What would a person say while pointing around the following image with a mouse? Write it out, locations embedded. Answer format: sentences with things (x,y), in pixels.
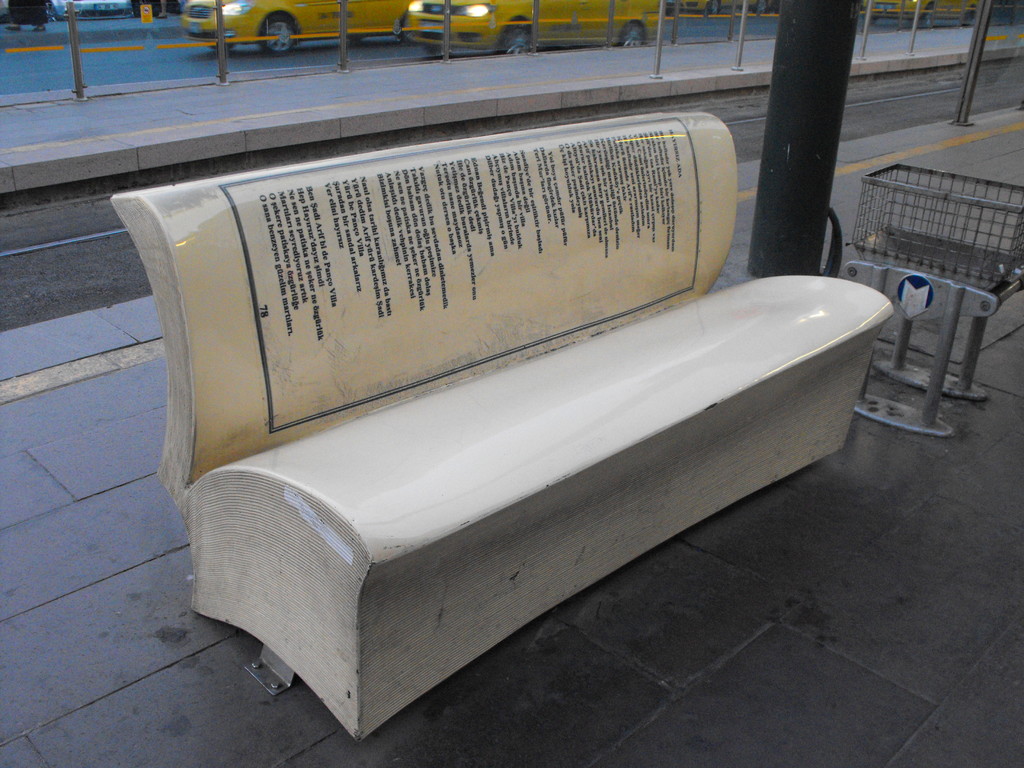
In the background (174,75) we can see the vehicles (644,10), poles (675,11) and the road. In this picture we can see a bench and there is some information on the bench (792,418). We can see few objects (886,249) and a pillar (828,68).
